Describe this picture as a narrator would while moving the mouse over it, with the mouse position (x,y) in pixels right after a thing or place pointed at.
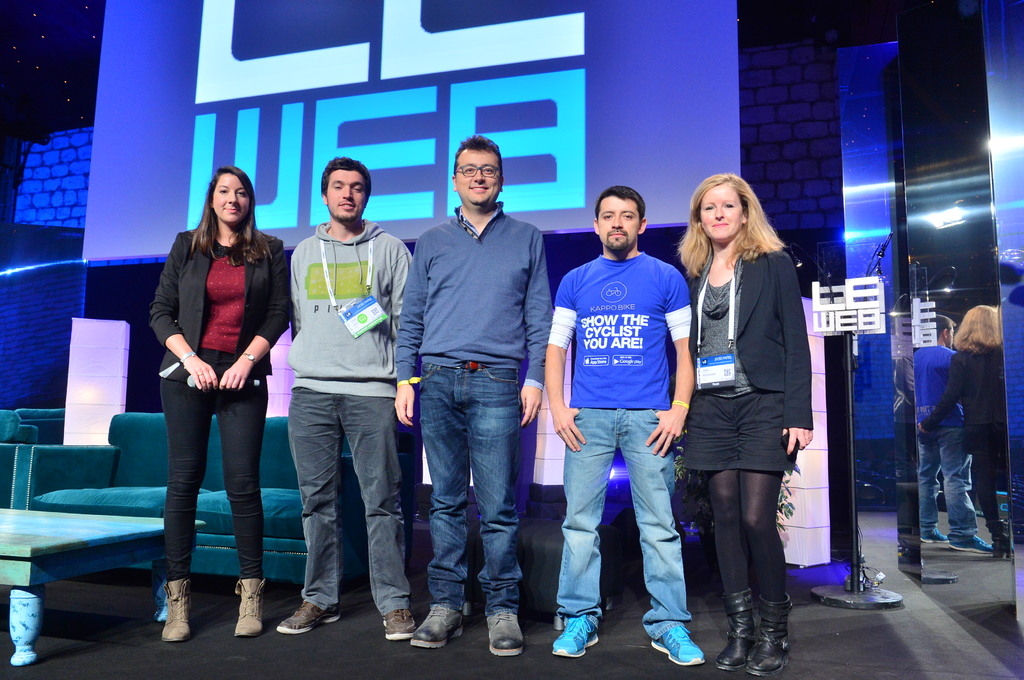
As we can see in the image there are few people (273,321) here and there, sofa (155,468), table (129,524) and screen (551,25).
